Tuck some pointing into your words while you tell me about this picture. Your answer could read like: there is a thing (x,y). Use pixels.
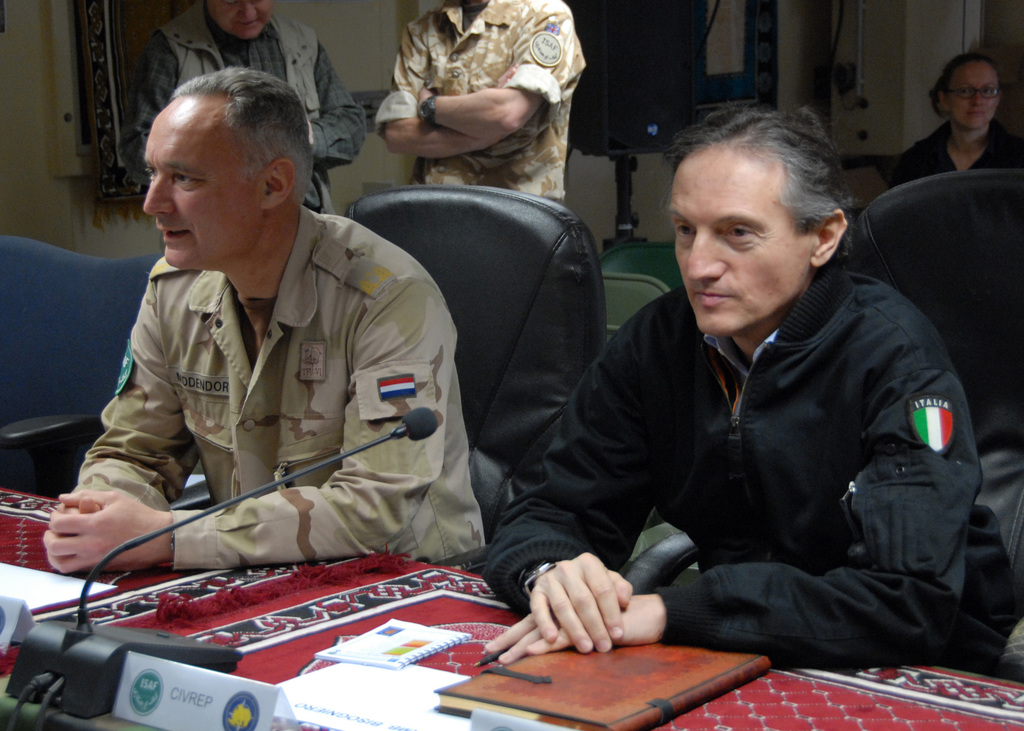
On the right side of the image (830,491) we can see a person (672,491) wearing black color jacket (843,540) is sitting on the chair (984,452) near the table (904,675) and on the left side of the image (131,341) we can see a person (217,440) wearing uniform (431,359) is also sitting on the chair (541,424) near the table (100,614) where mics (59,648), files (571,695) and a few more things (150,701) are kept. In the background (631,52), we can see a few more people (487,71), speaker box (620,129) and the wall (23,137).
